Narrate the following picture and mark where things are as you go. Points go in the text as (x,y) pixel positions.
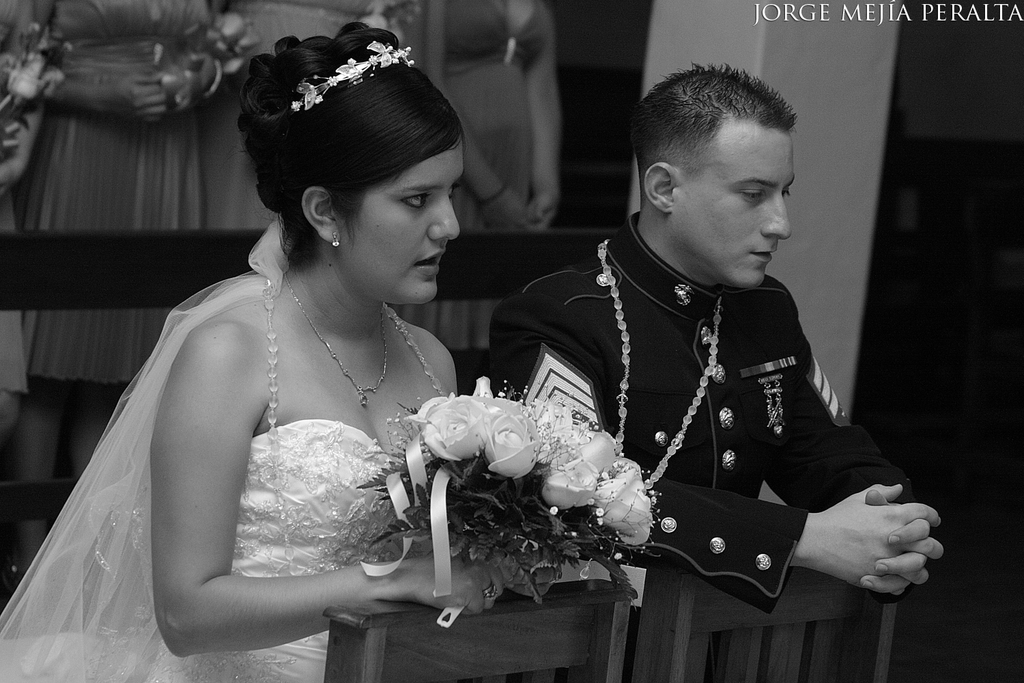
In this picture there is a woman (298,531) holding the flowers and there is a man (708,359) holding the hands (907,557). At the back (439,42) there are group of people (413,42) standing behind the wooden object (161,281) and there is a pillar (854,79). In the foreground (606,646) there are chairs (533,609). At the top right (899,17) there is text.
